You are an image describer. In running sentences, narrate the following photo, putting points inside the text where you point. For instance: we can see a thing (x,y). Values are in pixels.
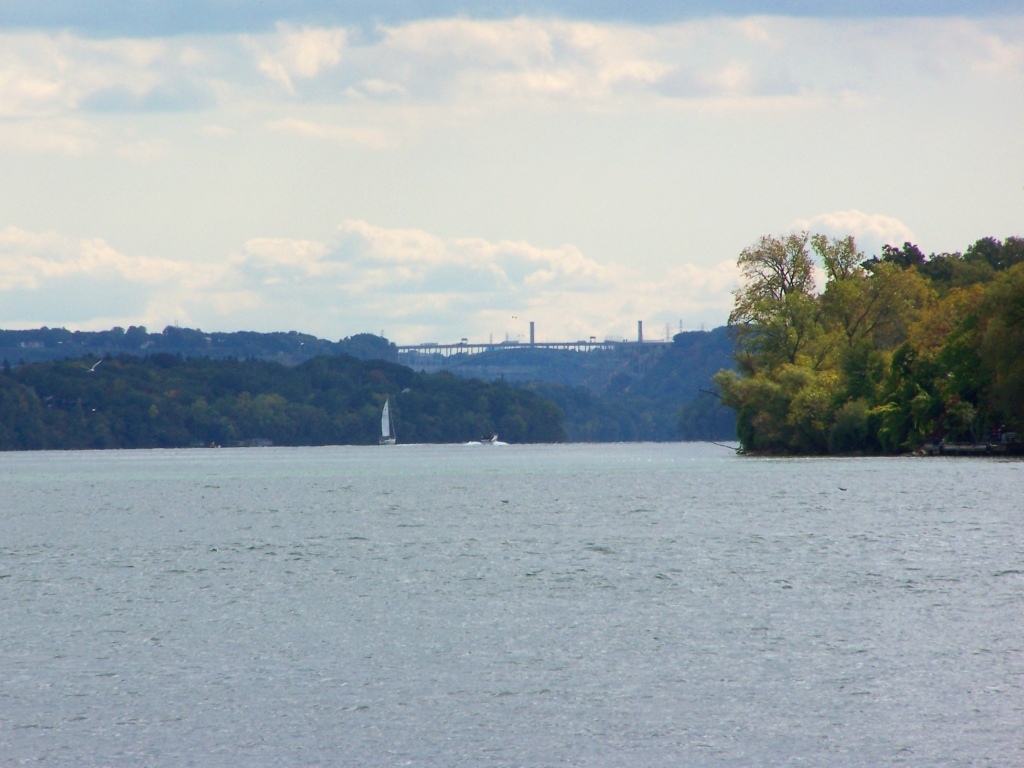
In this image I can see few trees (534,386), poles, boats (385,419) on the water surface (598,642). The sky (32,132) is in white and blue color.
